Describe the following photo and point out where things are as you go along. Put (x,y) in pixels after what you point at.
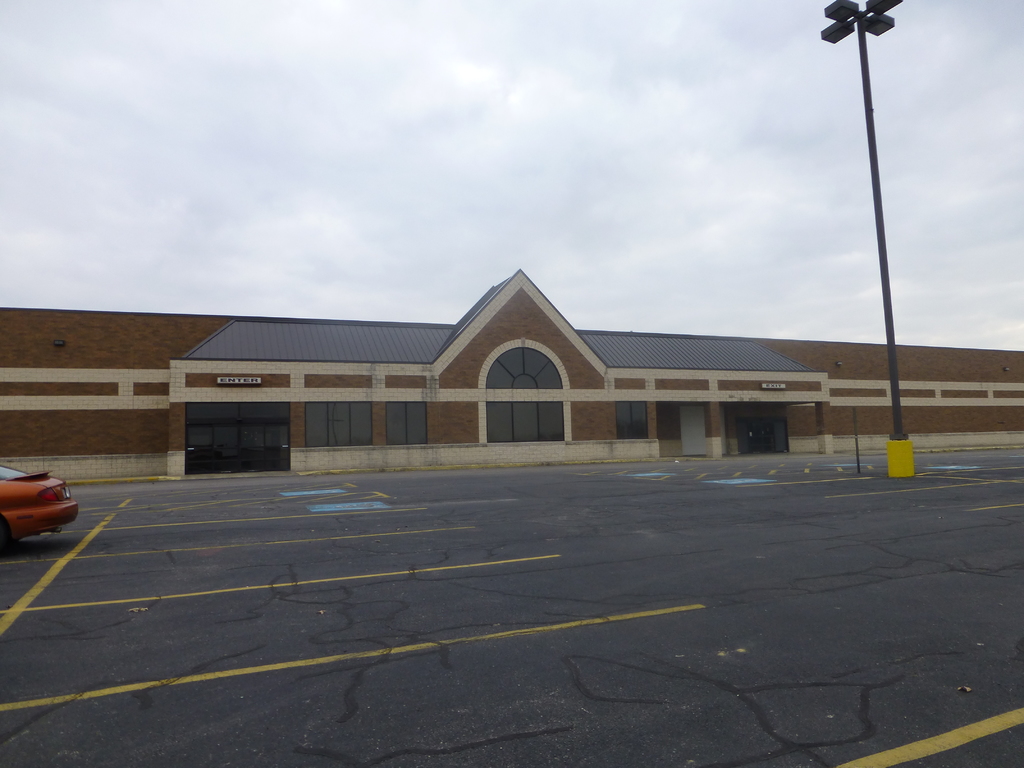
At the bottom (566,589) we can see the road (607,588) and on the left side (39,500) there is a vehicle (22,506) on the road (874,686) and on the right side (866,41) there is a light pole (875,30) on the road (809,469). In the background (479,430) there is a building (309,446), windows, roof (225,359) and clouds (797,45) in the sky (797,45).
